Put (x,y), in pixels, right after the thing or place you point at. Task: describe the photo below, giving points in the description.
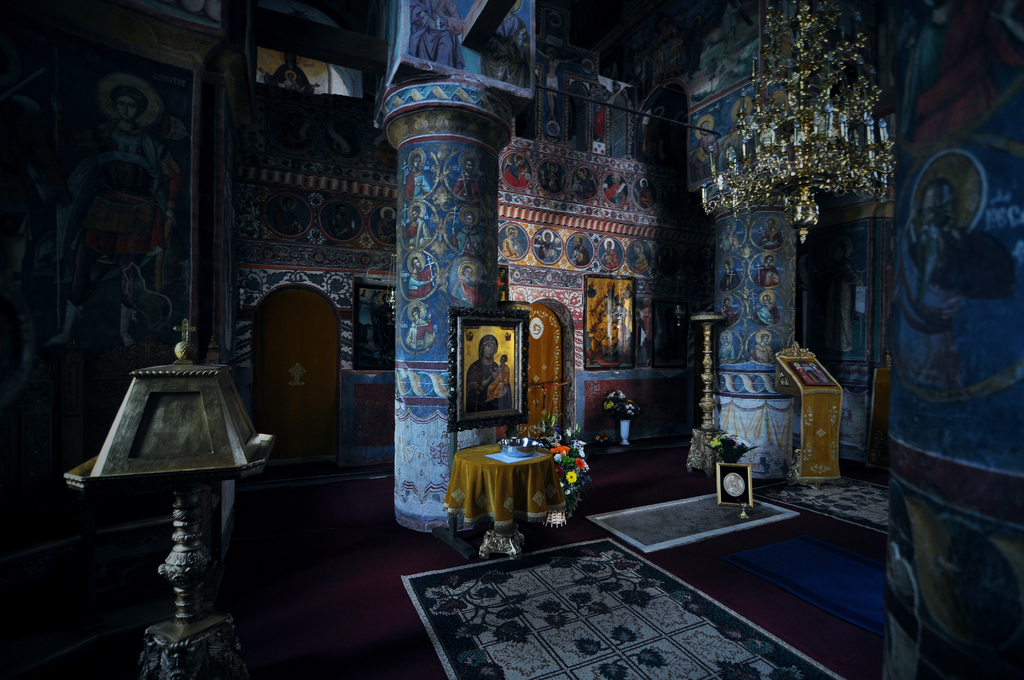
In this picture I can observe a room (460,268). I can observe three pillars (477,294) in this picture. On the right side (773,123) there is a chandelier (814,127) hanging to the ceiling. In the background (322,285) I can observe a wall (354,205).
